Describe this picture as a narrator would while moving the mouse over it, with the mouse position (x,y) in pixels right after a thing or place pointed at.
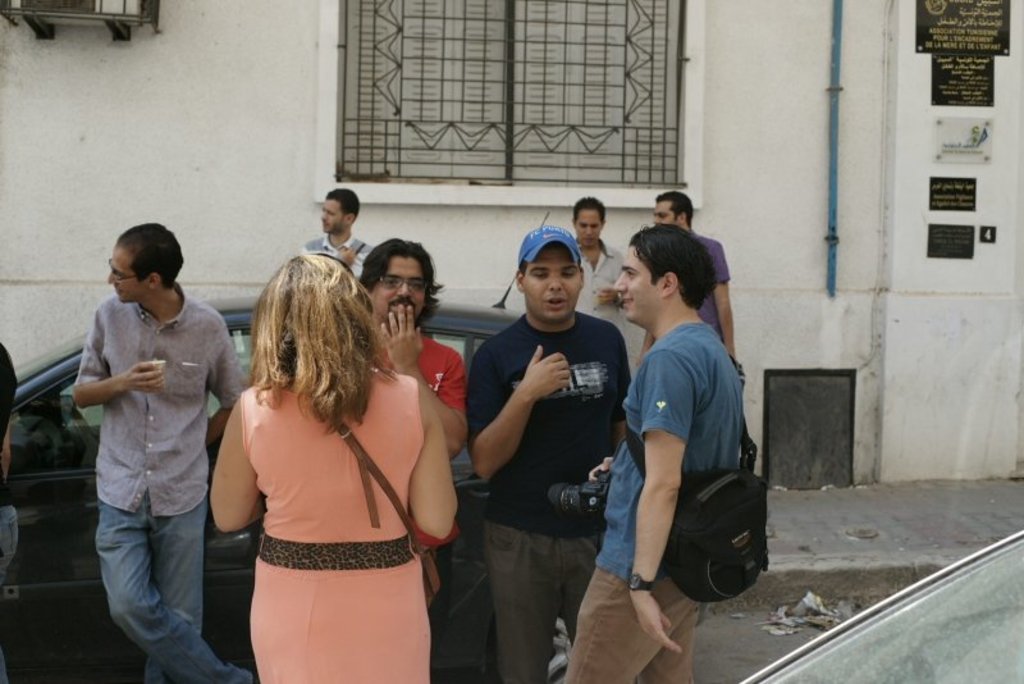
In this image I can see people (461,398), vehicle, wall (771,47) and windows (437,115). Boards (956,119), pipe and object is on the wall (774,143). Among these people (631,415) one person (618,539) is holding a camera (597,499) and two other people (592,309) are holding objects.
